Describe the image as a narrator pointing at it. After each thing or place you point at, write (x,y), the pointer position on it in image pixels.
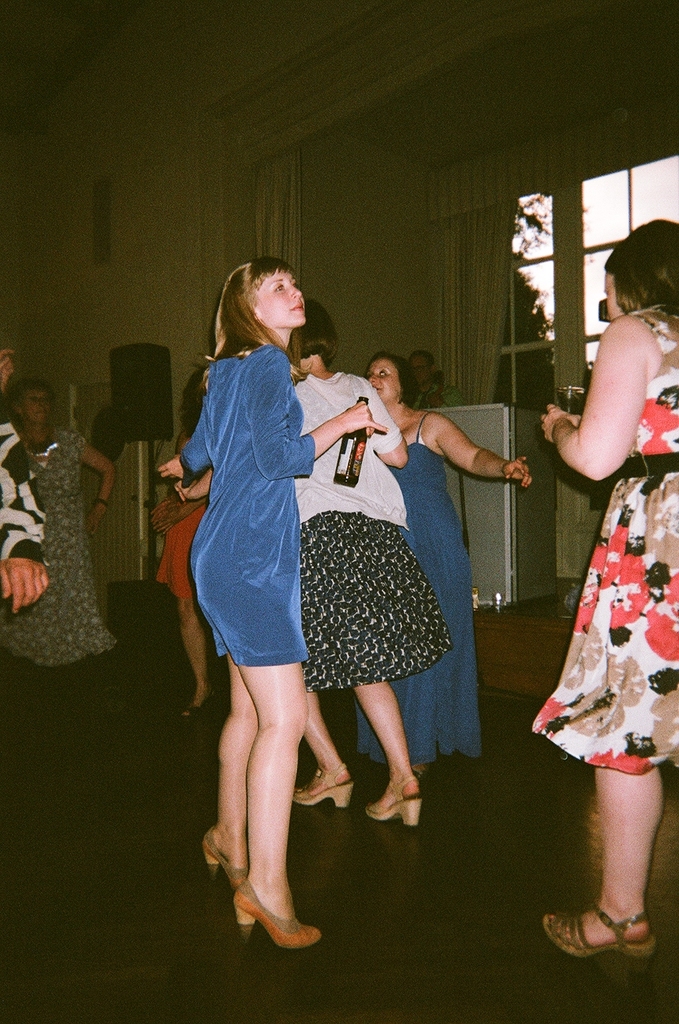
In this image, we can see people (477,463) and one of them is holding a bottle (344,449). On the right (603,421), there is a lady (603,411) holding a glass (570,393) with drink (574,404). In the background (280,172), there are curtains (449,245) and we can see some objects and windows (559,253), through the glass (548,292) we can see trees (541,222).
